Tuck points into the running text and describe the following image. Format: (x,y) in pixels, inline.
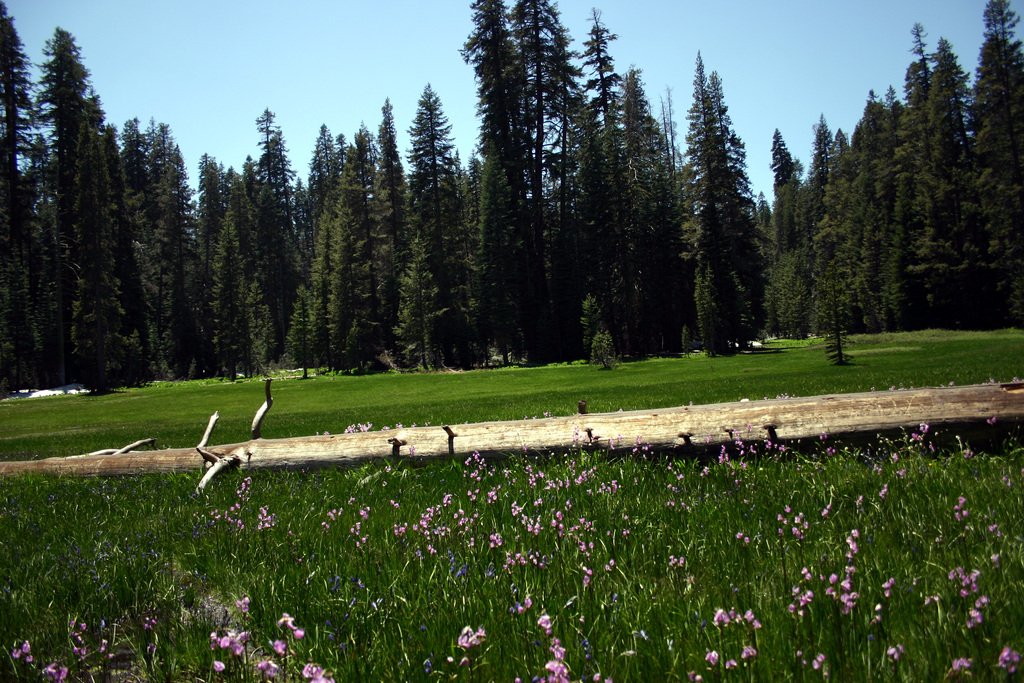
In this image there are flower plants (434,512), grass (561,388), branches (630,429), trees (444,203) and sky (752,47).
